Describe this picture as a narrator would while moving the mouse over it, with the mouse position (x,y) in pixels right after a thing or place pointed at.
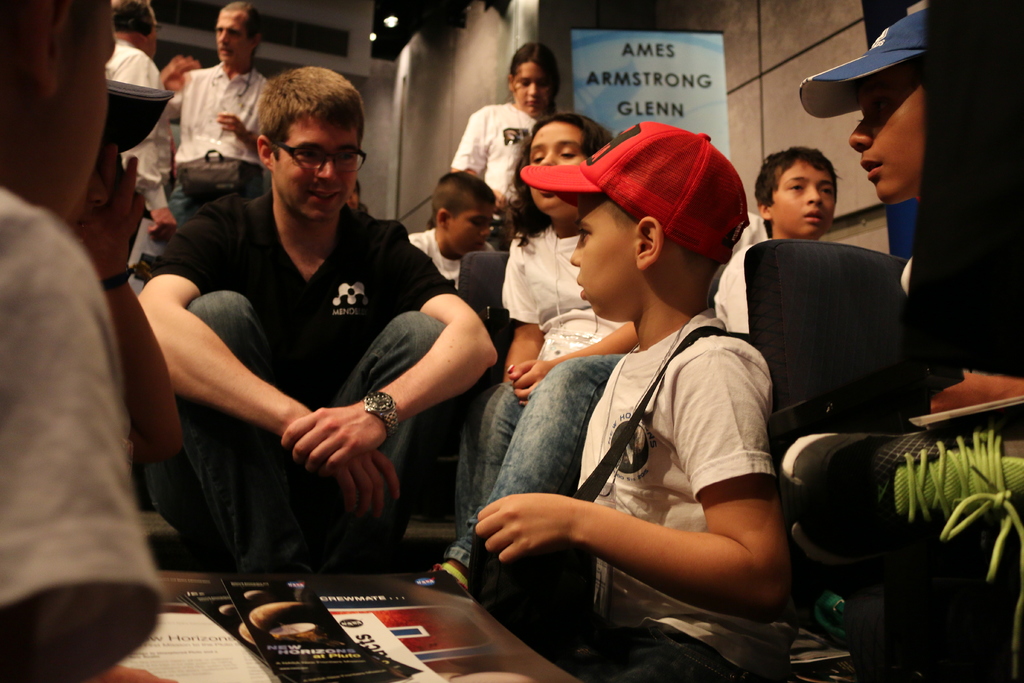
In this image, we can see persons (270,124) and kids (639,338) wearing clothes (92,463). There is a banner (650,48) at the top of the image (698,76).
